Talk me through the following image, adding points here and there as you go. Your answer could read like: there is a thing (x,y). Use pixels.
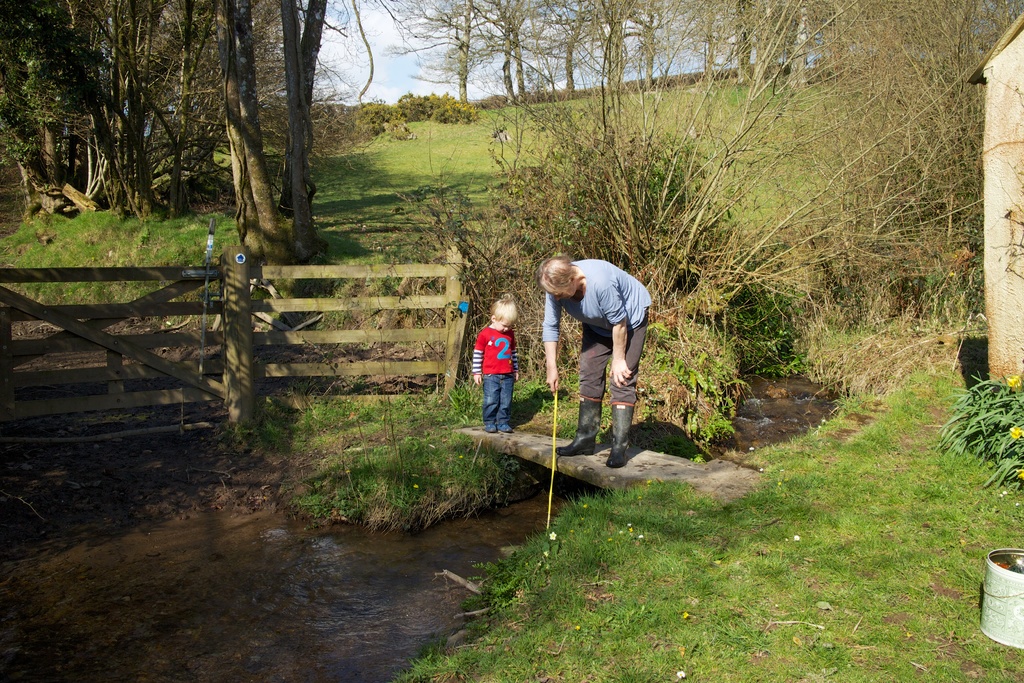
In this image I can see two persons (556,387) standing. The person (598,340) in front (624,304) wearing blue shirt (610,319), brown pant (611,378) and holding a stick (551,476), and the other person (494,349) is wearing red shirt (495,350), blue pant (495,377). Background (343,149) I can see grass (472,132) and trees (255,81) in green color, and sky (404,45) in blue and white color.
